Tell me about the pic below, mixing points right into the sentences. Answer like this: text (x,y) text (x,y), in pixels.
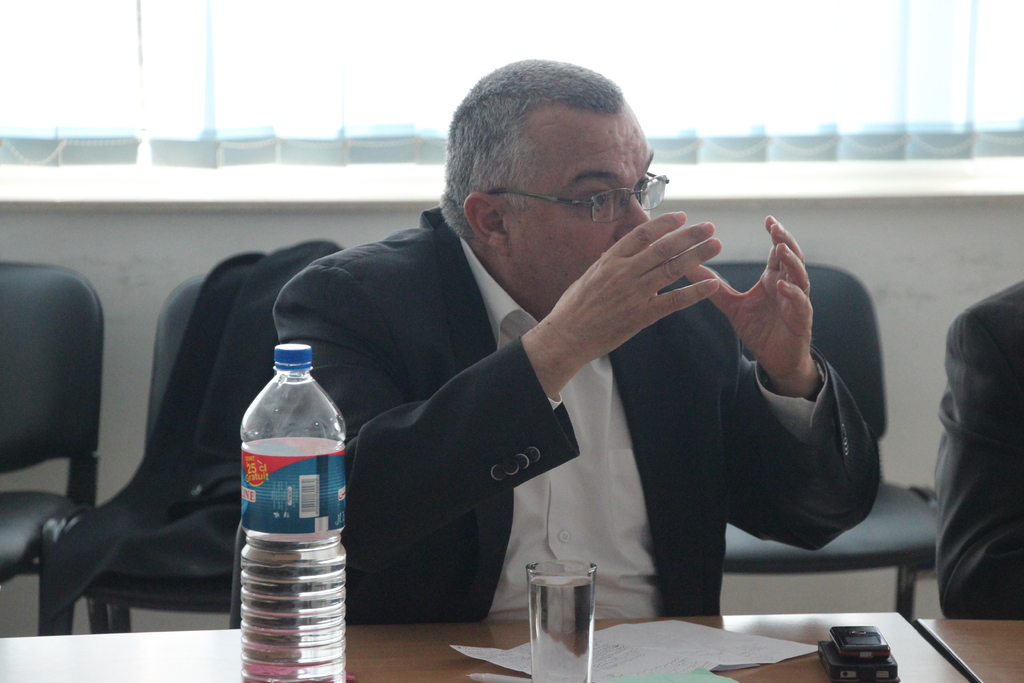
There is a man (453,236) sitting on a chair (732,565). He is wearing a suit (423,350) and he is speaking. This is a wooden table (184,639) where a bottle (261,616), a glass (535,628) of water (552,607), a paper (734,637) and mobile phones (893,675) are kept on it.
